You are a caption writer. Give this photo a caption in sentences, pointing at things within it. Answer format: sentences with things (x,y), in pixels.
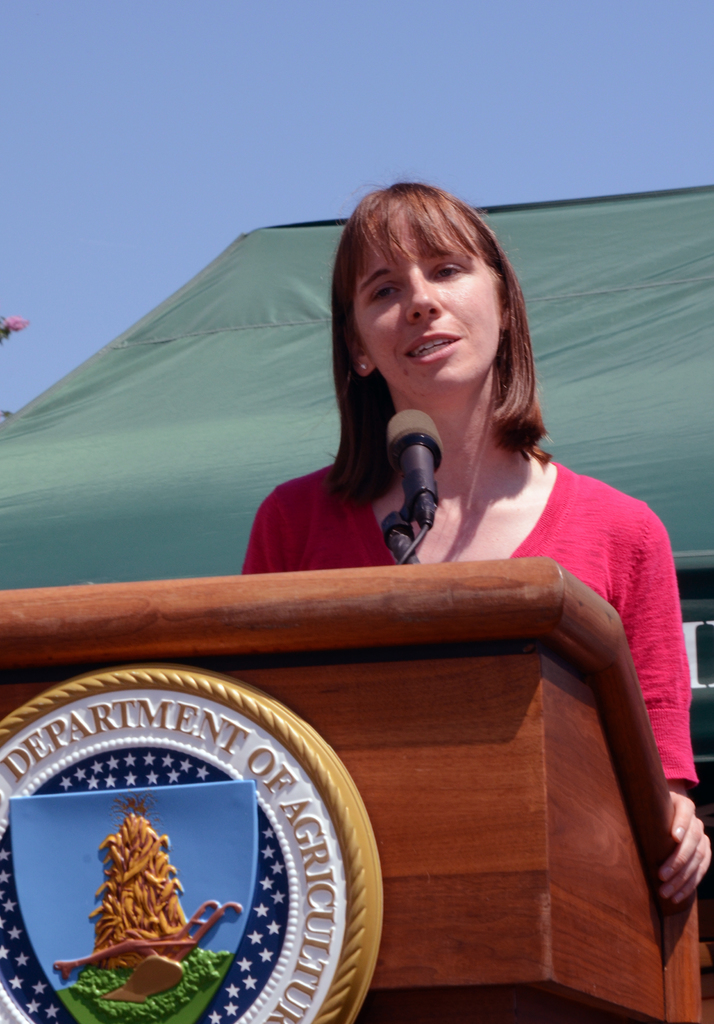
In the background (273,56) we can see the sky (453,56) and a green tent (517,230). On the left side of the picture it seems like a pink flower (6,331). In this picture we can see a woman (410,288) standing near to a podium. On a podium (155,763) we can see the information (41,739) and a logo (188,952). We can see a mike (415,485).
